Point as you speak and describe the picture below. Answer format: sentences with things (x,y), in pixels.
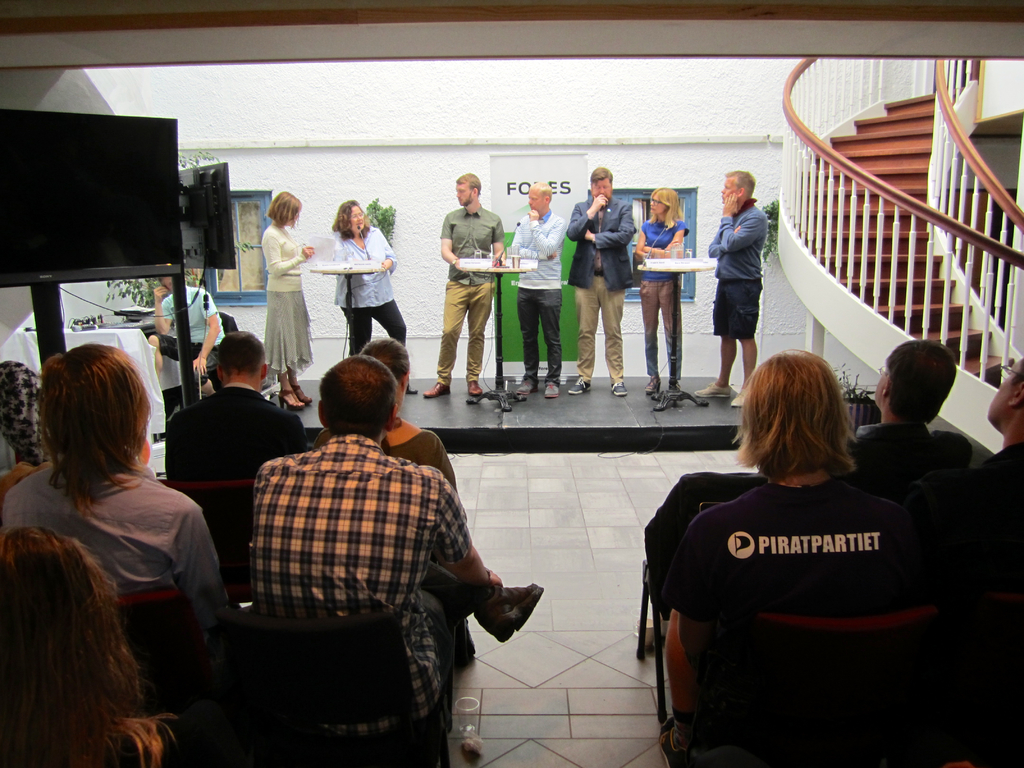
In this images at the bottom (441,591) we can see few persons (441,591) are sitting on the chairs (443,698) on the floor (501,752) and there is a glass (464,723) and a paper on the floor (501,721). On the left side (107,260) we can see TVs (72,255) on stands (186,350) and a person (162,337) is sitting on the chair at the table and on the right side (968,188) we can see a staircase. In the background (296,368) few persons (266,354) are standing on the stage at the table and there are glasses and objects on the tables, hoarding (572,204), windows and plants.
